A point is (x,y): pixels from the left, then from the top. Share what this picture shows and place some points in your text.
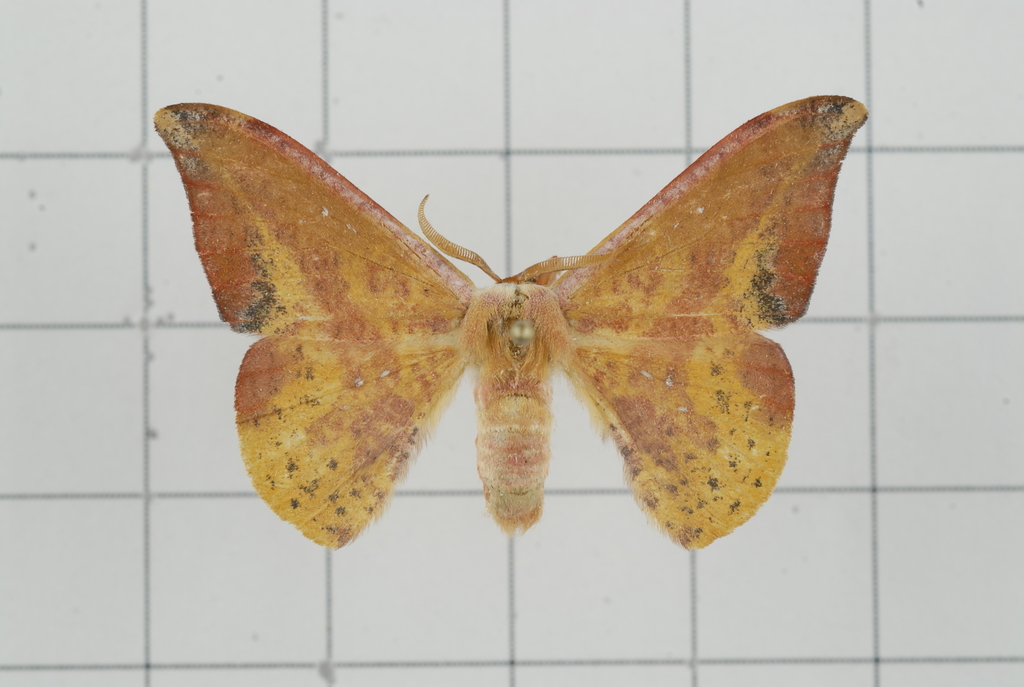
In this image, we can see a moth (367,389). In the background (96,245), there is an object (979,659).
